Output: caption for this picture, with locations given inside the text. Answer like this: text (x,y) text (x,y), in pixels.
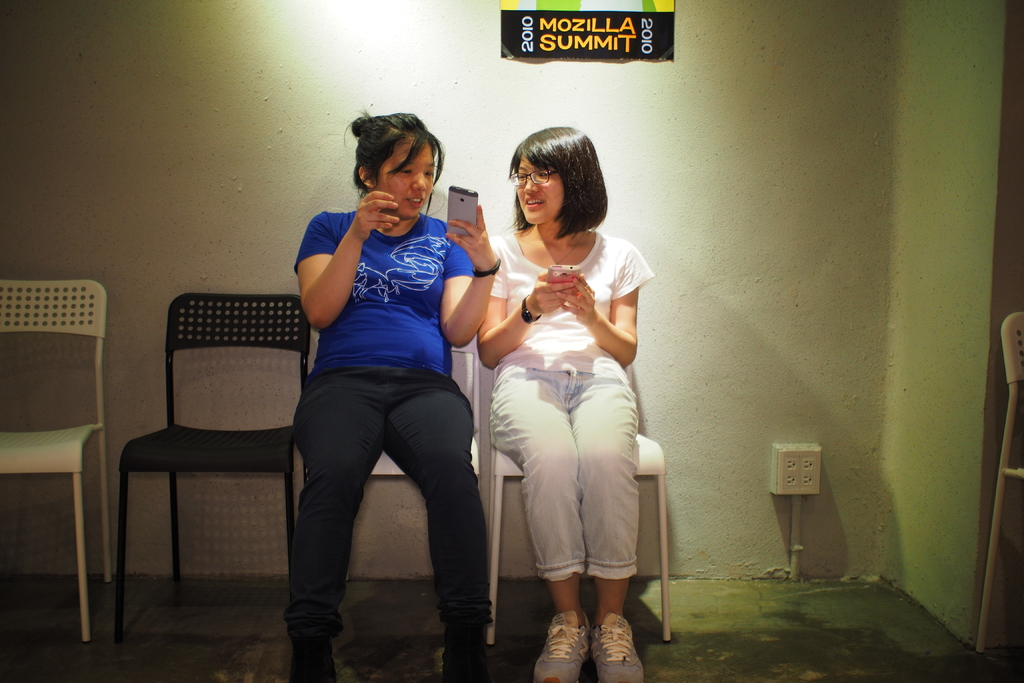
The picture is taken in a closed room (668,244) where only two people (562,430) are sitting on the chairs (392,468), one person (408,418) is wearing a blue shirt (382,346) and black pant (396,413) and another person (551,413) is wearing a white shirt (584,369) and white jeans (600,424). Both are wearing shoes (473,637) and the left corner of the picture (55,445) there are two empty chairs (77,502), behind the chairs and the people (544,295) there is a big wall (819,309) and a text (620,39) written on it and at the right corner of the picture (995,544) there is one chair (990,559) and a empty switch board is there.
